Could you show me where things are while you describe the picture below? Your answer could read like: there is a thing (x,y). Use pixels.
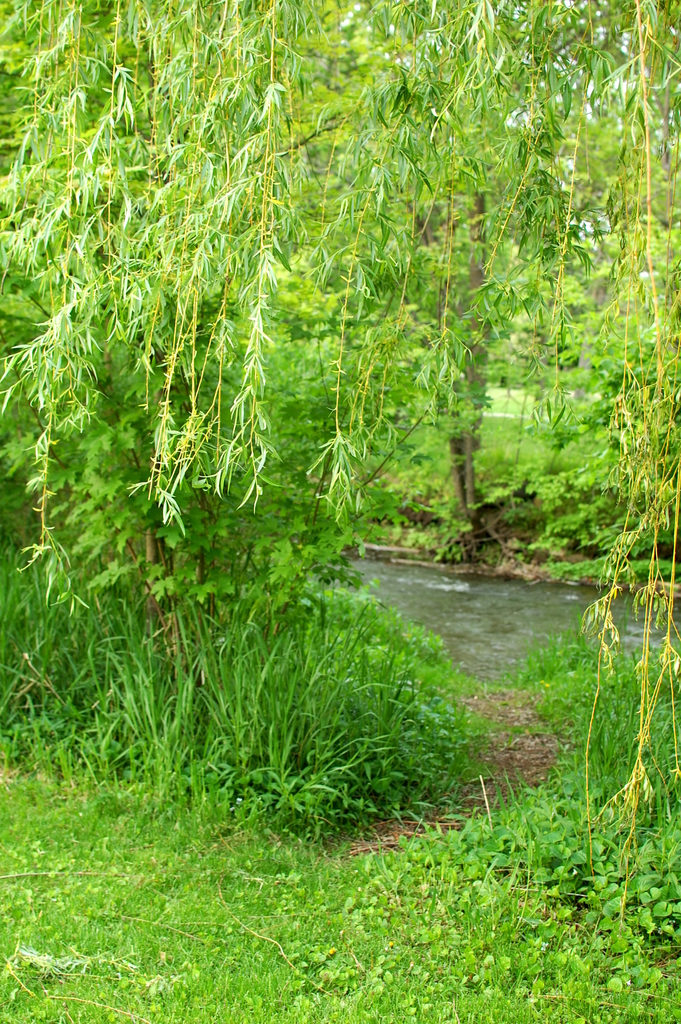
On the ground (246,833) there are plants (281,812) and grass (225,909). Also there is water (484,593). And there are trees (333,282).
